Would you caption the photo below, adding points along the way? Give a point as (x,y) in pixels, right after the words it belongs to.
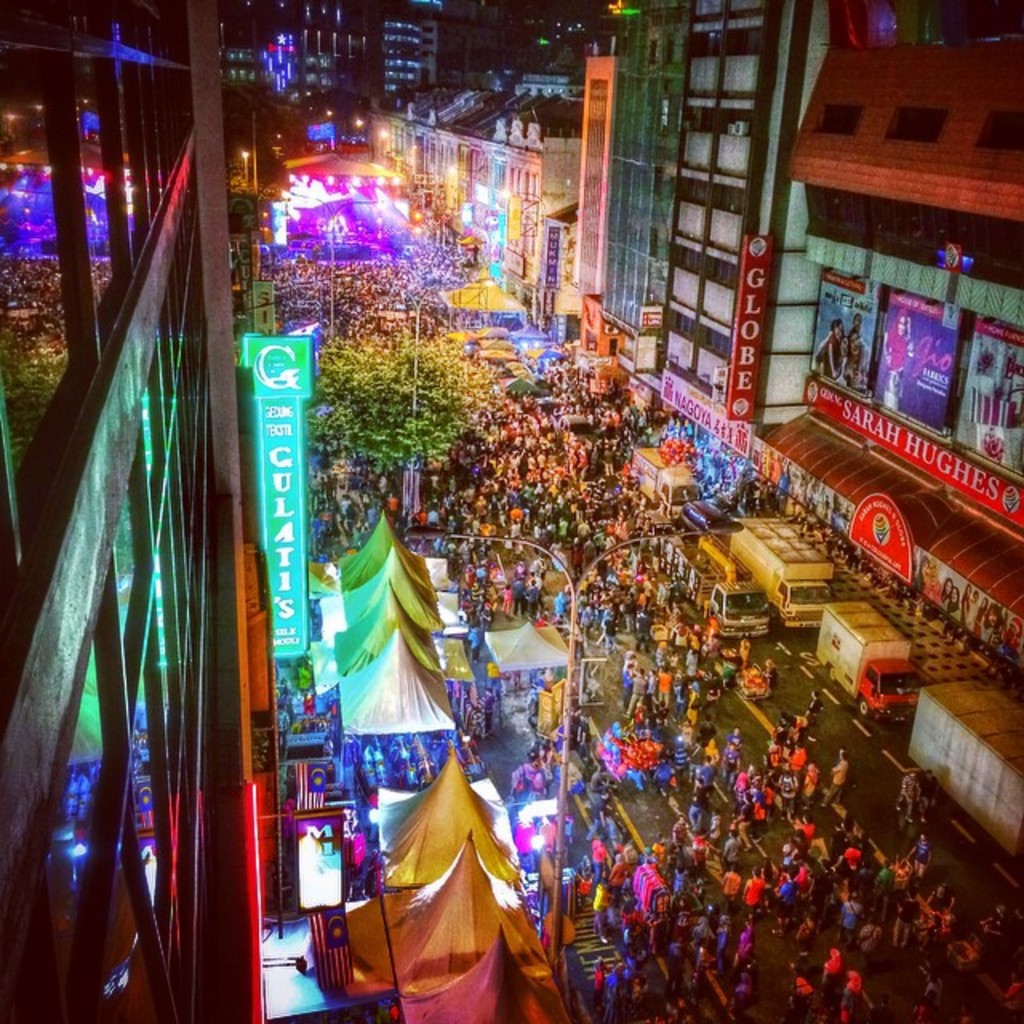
In the image it looks like some carnival (651,898), there is a huge crowd (566,377) on the road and around them there are tents (390,679), stores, buildings (90,344) and banners (261,297). In the background (322,202) there are a lot of lights (307,206) in an area (364,229).
